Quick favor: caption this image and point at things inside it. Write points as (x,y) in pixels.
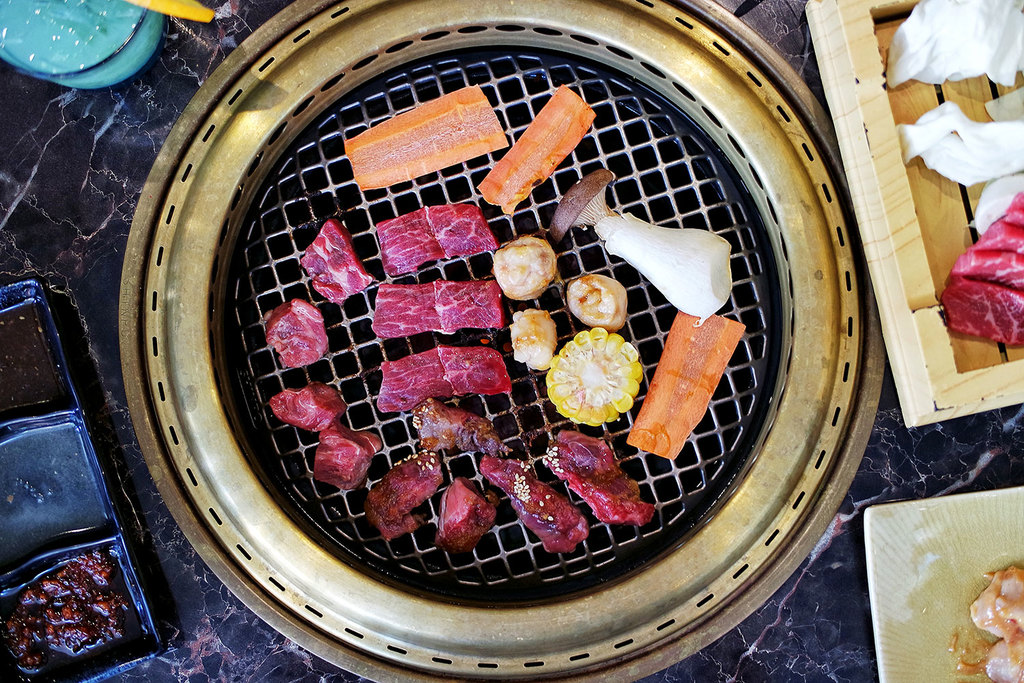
In this picture I can see there is a grill (555,617) and there is meat (492,471), corn (577,387), carrots (706,350), mushroom (668,297) placed on it. There are some trays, plates (961,629) at the table (94,146).
